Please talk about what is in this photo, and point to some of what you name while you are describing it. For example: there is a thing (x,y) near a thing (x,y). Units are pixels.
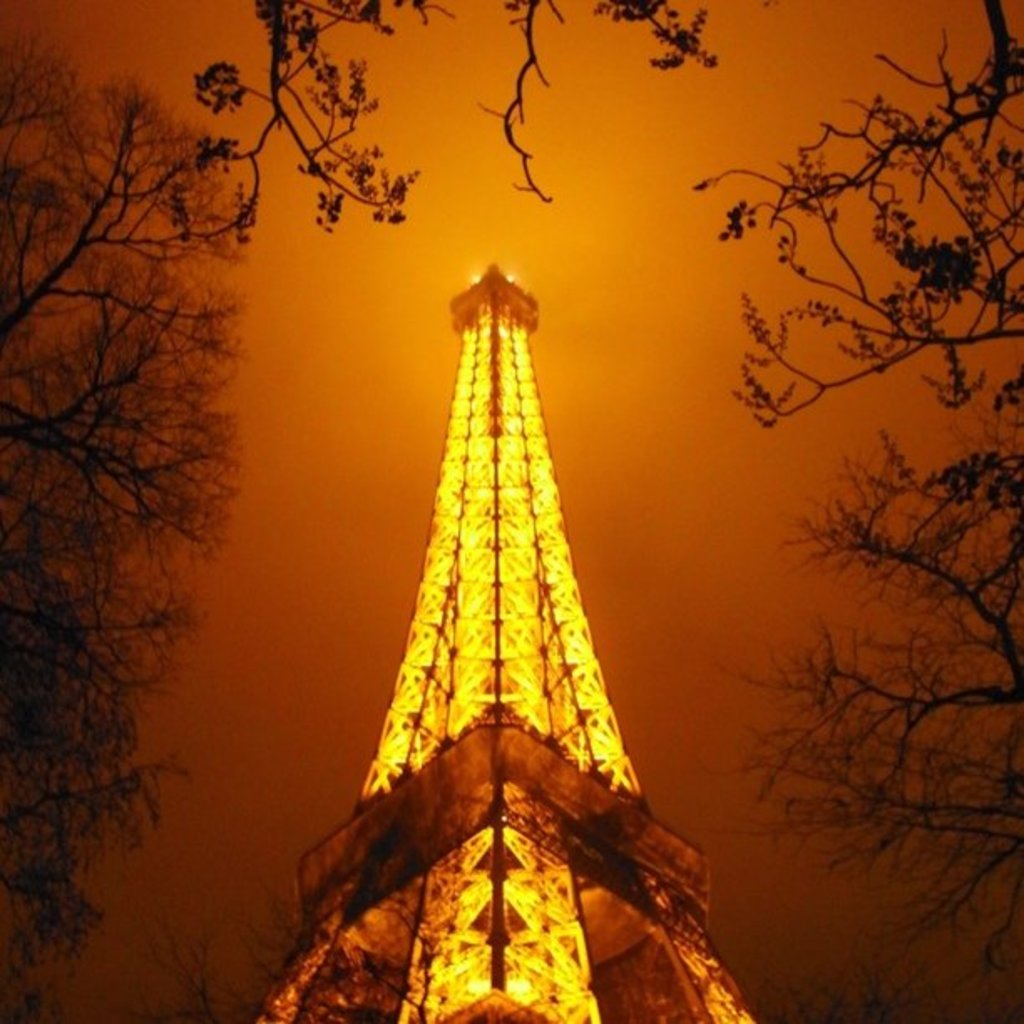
In this image I can see the tower (491,756) and I can see few yellow color lights (467,979). In the background (716,774) I can see few trees (100,530) and the sky (380,539).
